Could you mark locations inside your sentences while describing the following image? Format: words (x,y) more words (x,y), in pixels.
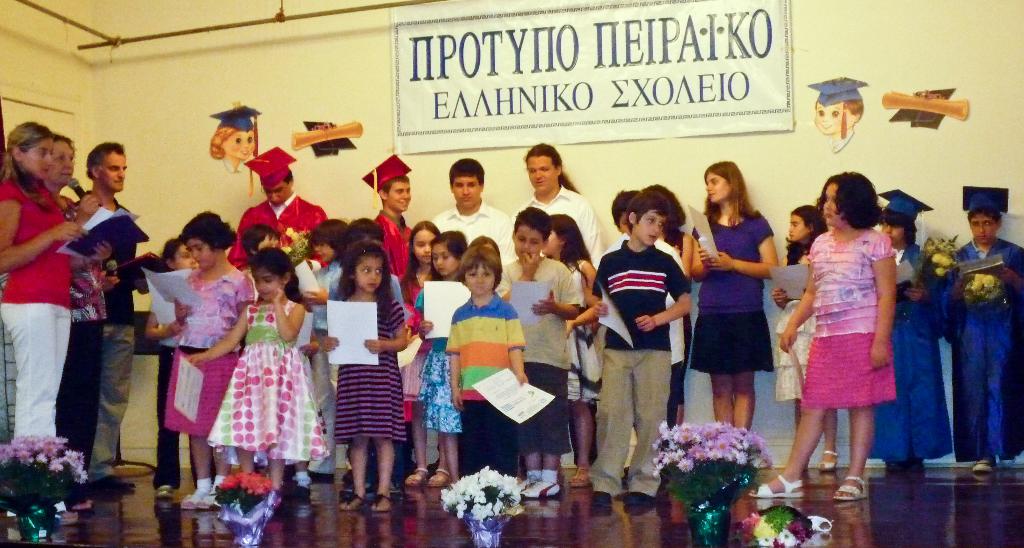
This is an inside view. Here I can see few children (383,348), men (555,189) and women (35,245) are standing on the stage (363,537) by holding papers (415,347) in their hands (64,227). At the bottom of the image (710,473) I can see few flower bouquets (29,475) which are placed on the floor (583,522). In the background (279,73) there is a wall (327,84) to which a banner (586,82) is attached. On the banner (507,45), I can see some text (634,40).
